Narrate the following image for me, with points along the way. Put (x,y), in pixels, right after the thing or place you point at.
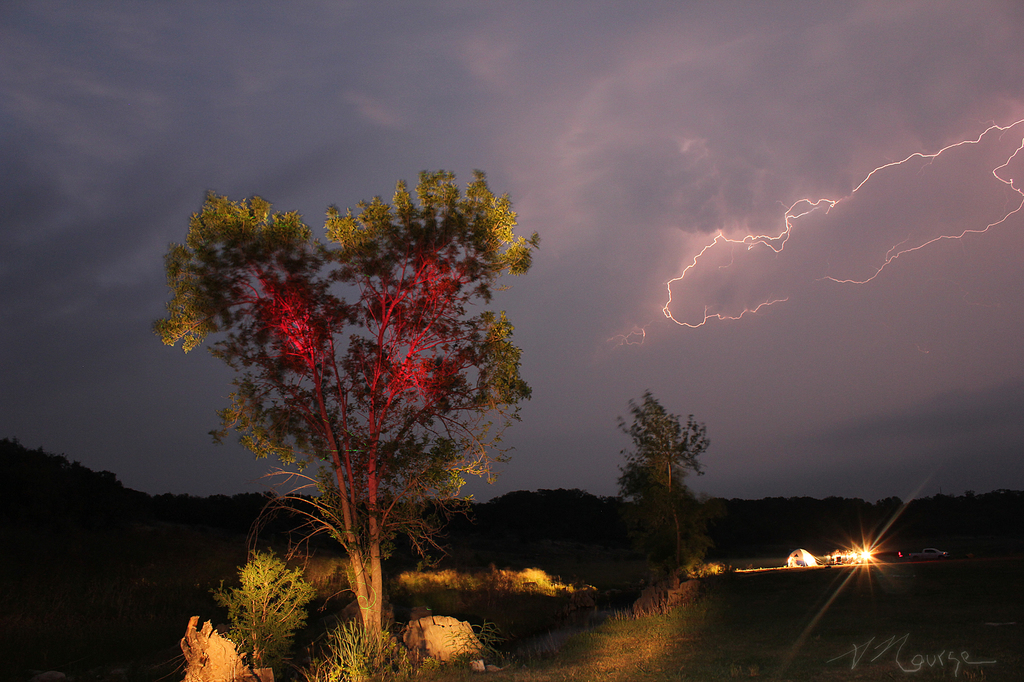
In this picture we can see a tent (808,560) and few vehicles (923,555) on the path (904,560). We can see some trees (638,407) and plants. There is lightning (671,293) in the sky (827,193). Sky (858,214) is cloudy.
